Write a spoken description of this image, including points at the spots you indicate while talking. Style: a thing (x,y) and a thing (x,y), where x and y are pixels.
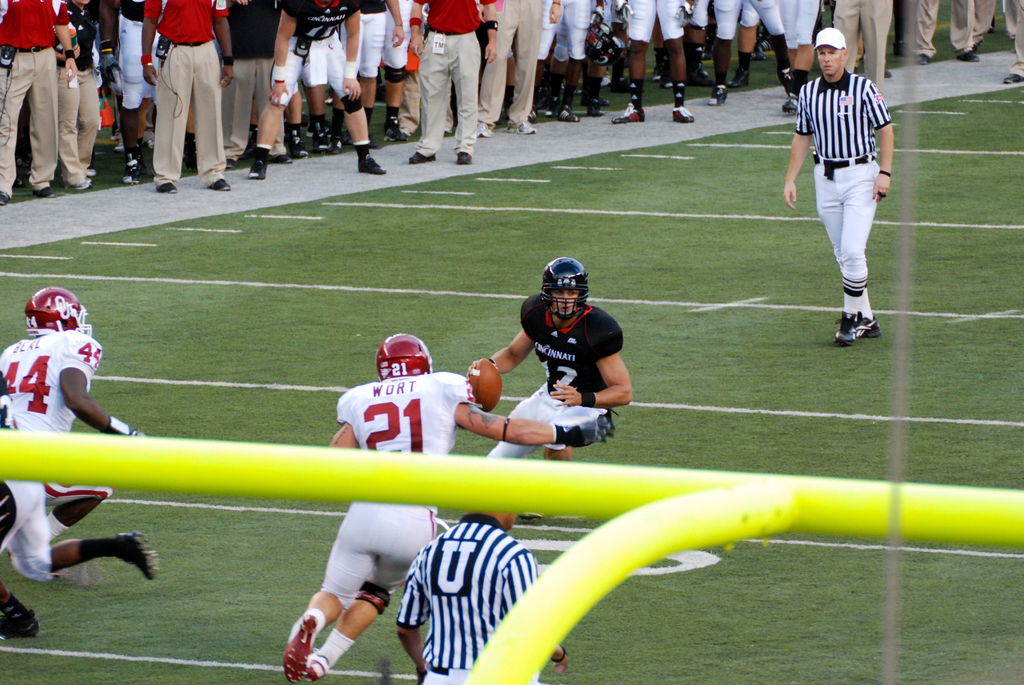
In this image there are a few people (56,380) running on the ground (659,367). They are wearing helmets (413,340). The man (527,320) in the center (561,389) is holding a football (500,382) in his hand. there is grass (756,322) on the ground (594,188). Behind him there is a man (835,212) walking on the ground (830,294). He is wearing a cap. At the top (210,113) there are many people (252,67) standing on the ground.
